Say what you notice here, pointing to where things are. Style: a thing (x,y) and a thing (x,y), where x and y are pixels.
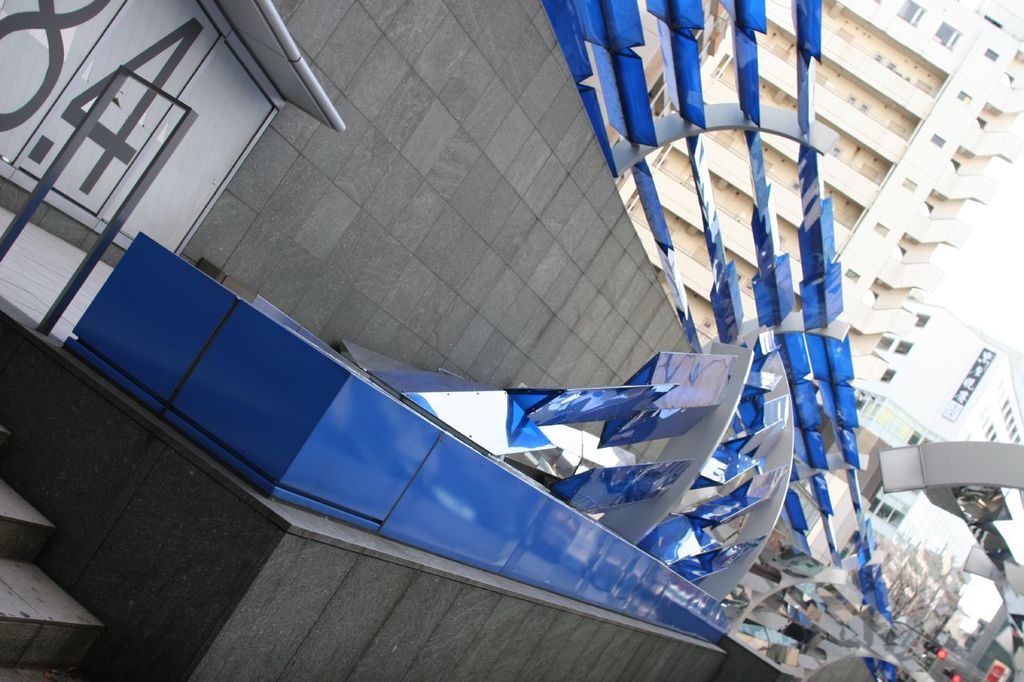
In the picture we can see a wall (361,102) with tiles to it and on the top of it, we can see a railing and behind it, we can see two buildings (947,343) with many floors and near to it we can see some dried plant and traffic lights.
